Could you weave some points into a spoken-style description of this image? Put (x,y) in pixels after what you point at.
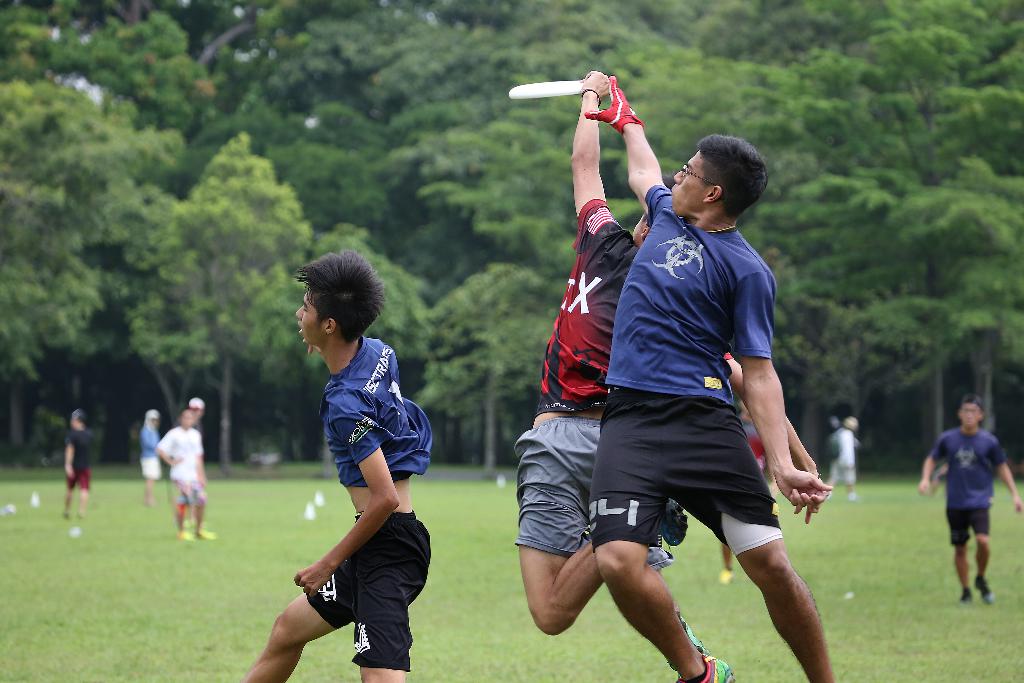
In this picture we can see three people (651,425) and one person (616,292) is holding an object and in the background (857,492) we can see a group of people (975,470) on the ground (845,496) and we can see trees (909,453).
